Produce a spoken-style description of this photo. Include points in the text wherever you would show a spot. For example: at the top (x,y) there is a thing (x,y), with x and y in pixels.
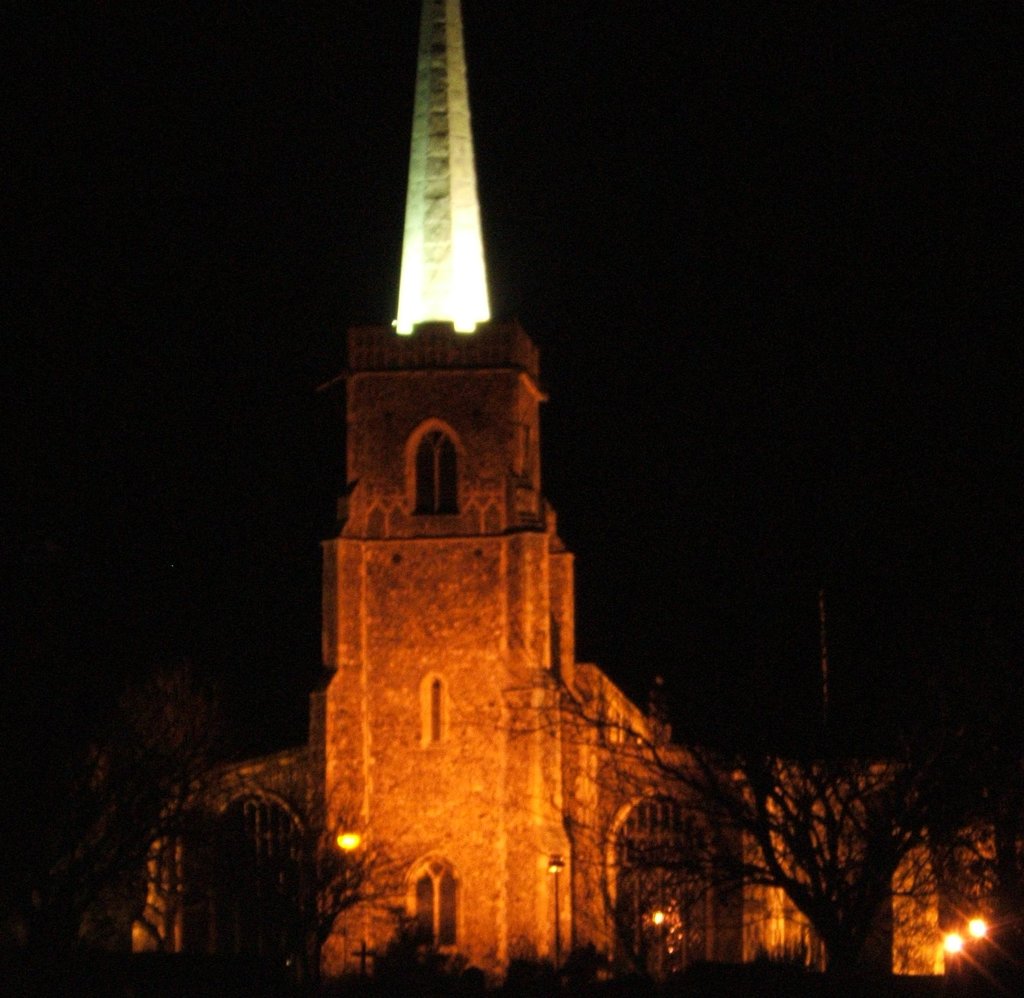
In this we can see the church (205,803), trees (65,874) and light poles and the dark background (161,153).
